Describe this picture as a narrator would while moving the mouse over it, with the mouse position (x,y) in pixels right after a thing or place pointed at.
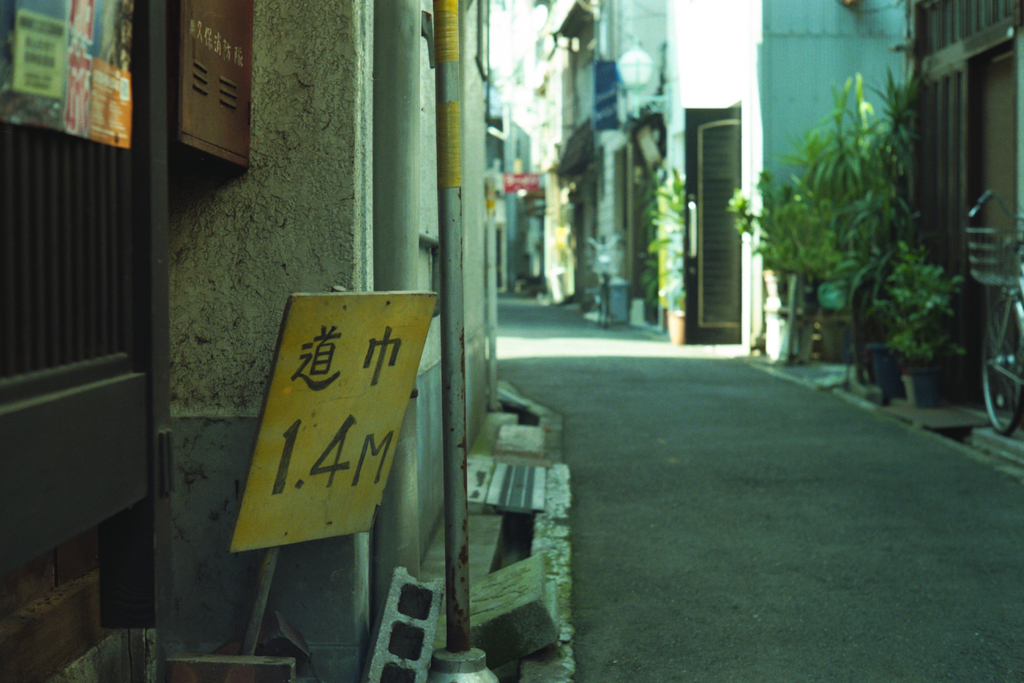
On the left side of the image (5,107) we can see a poster (54,92), a board (307,439) and the pole (447,73). In the middle of the image (485,311) we can see a road (564,373) and building (485,149). On the right side of image (1012,369) we can see plants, a bicycle (1016,405) and a door (718,137).
